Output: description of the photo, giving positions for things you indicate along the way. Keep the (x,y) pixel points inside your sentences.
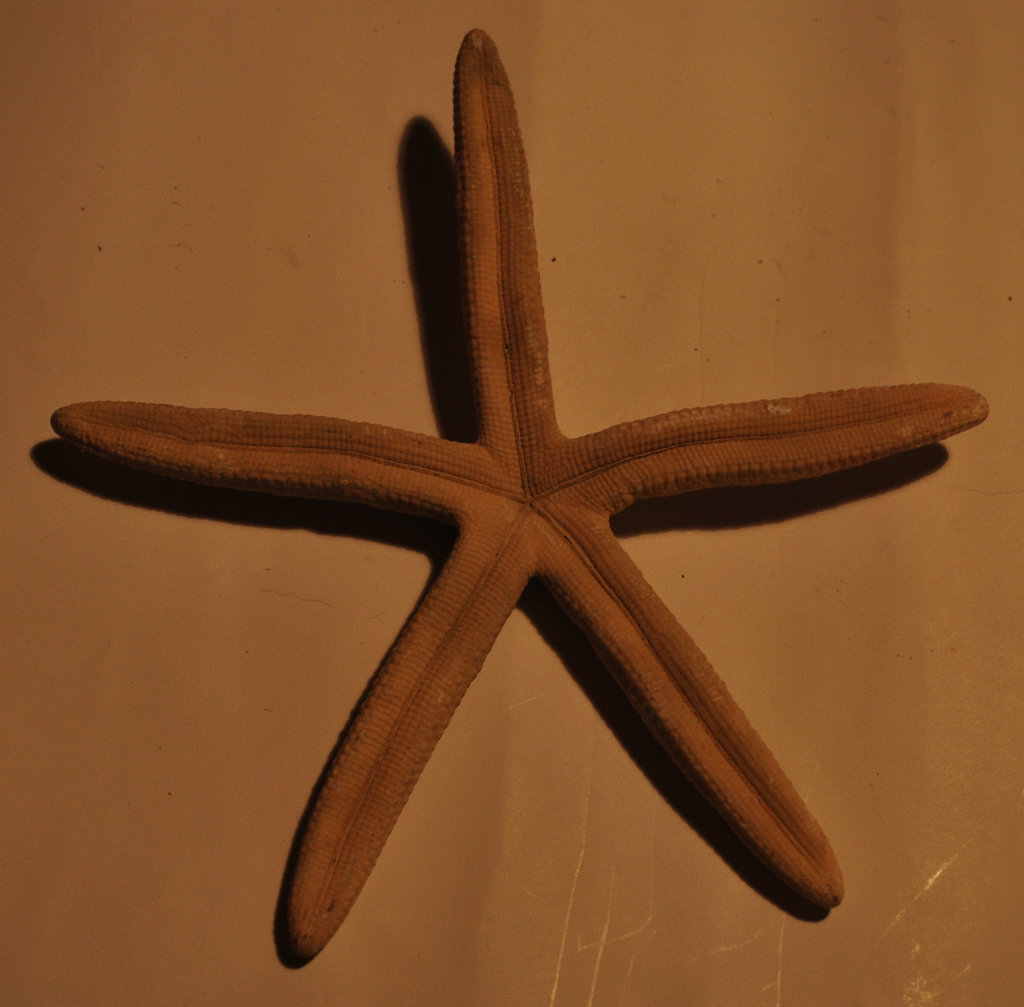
In this image we can see a starfish (501,574).
